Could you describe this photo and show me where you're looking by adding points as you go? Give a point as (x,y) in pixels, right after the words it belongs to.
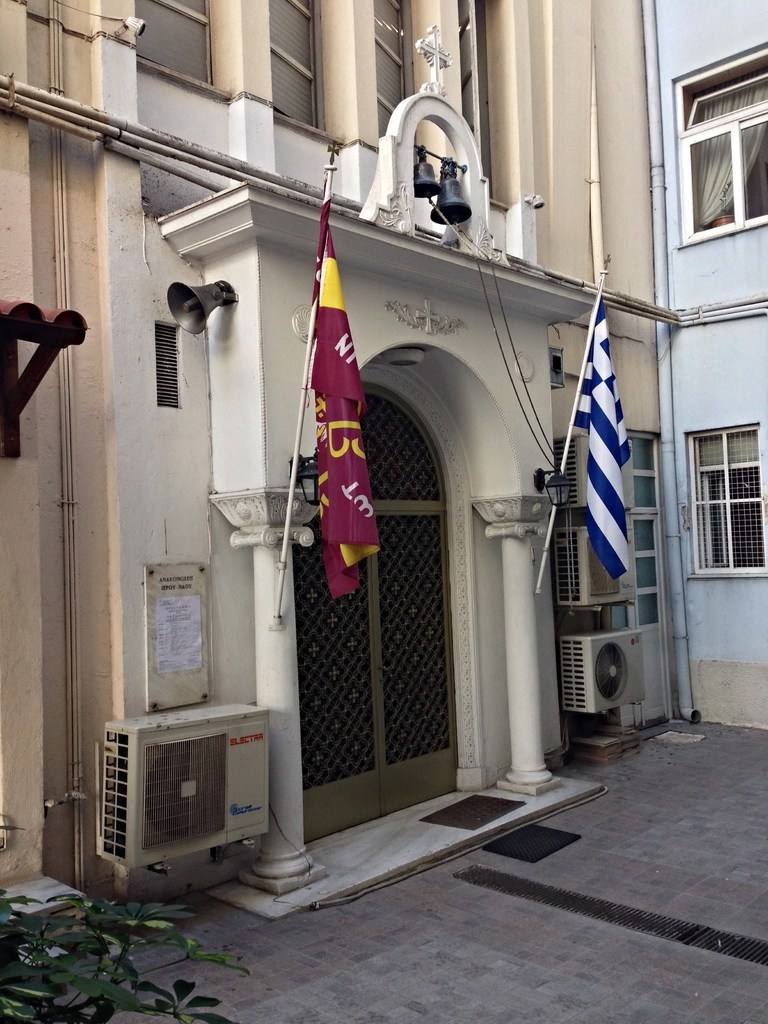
In this image I see buildings (418,242) and I see 2 flags (608,347) over here which are colorful and I see the bells (418,179) over here and I see the path (561,857) and I see green leaves (101,959) on the stems (46,941) and I see the pipes (595,81).
